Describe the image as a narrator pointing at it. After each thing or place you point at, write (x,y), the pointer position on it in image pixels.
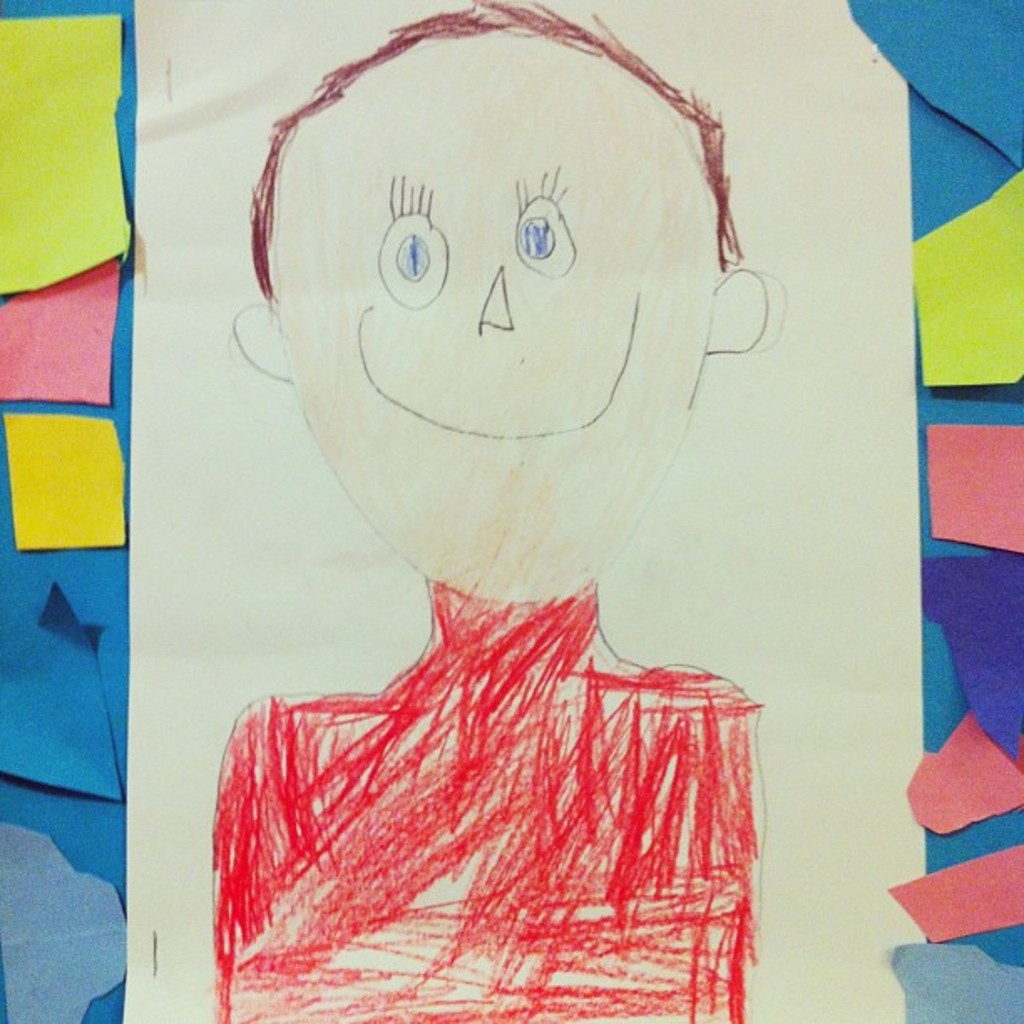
In the picture I can see the drawing (686,802) on a white sheet paper (405,533) and the white sheet paper (451,734) is in the middle of the image (460,392). I can see small piece of papers (47,256) of different colors on the left side (7,510) and the right side of the drawing sheet (892,522).
